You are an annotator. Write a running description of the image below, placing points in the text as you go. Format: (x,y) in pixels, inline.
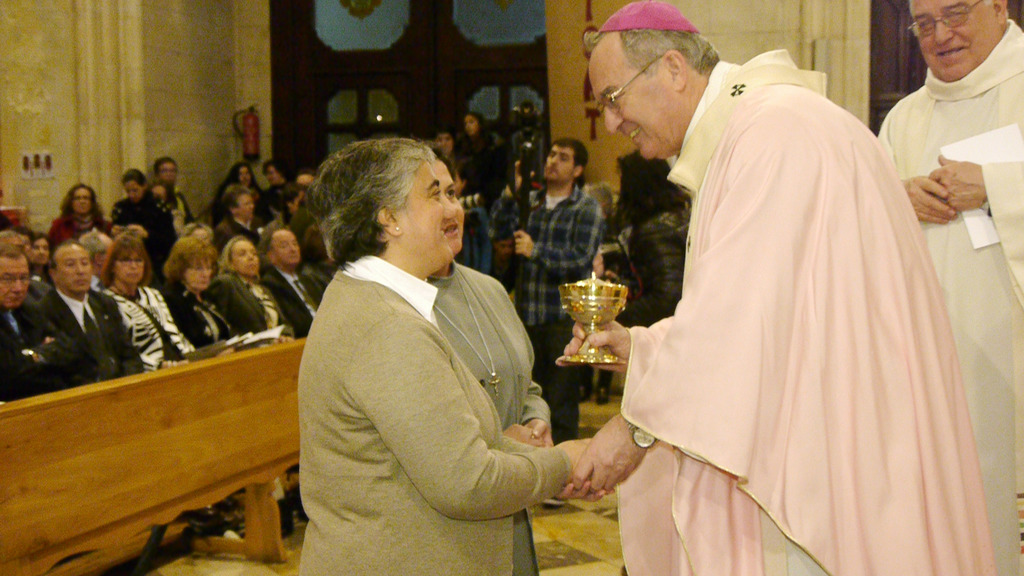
In this image in the front (468,375) there are persons (474,409) standing, smiling and shaking hands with each other and there are persons (493,307) standing and smiling. In the background (207,248) there are persons (205,251) sitting and standing and there are doors (419,101), there is a fire extinguisher (255,143) on the wall (268,131) and there is some text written on the wall (103,137) and in the front (697,304) there is a person (695,332) standing and holding an object (596,324) which is golden in colour. On the right side (984,116) there is a person (984,133) standing and holding an object (997,157) which is white in colour and smiling and in the background (893,57) on the right side (896,62) there is an object (889,56) which is brown in colour.
